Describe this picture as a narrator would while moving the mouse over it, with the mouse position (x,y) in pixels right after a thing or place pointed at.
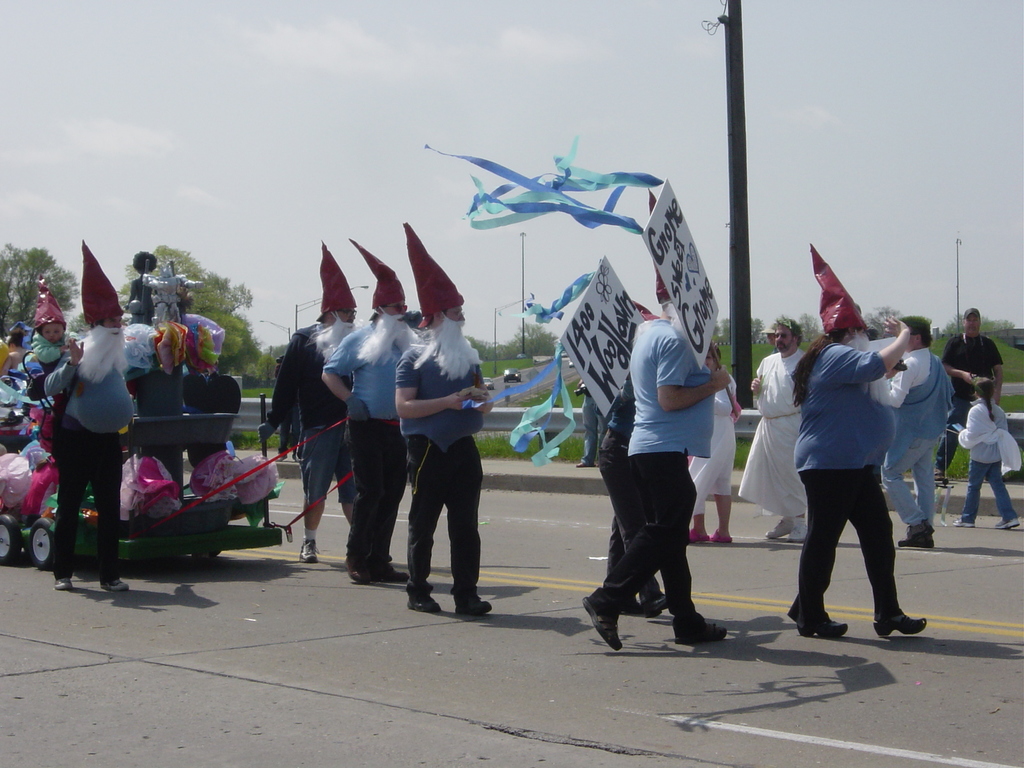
In this image we can see there are few people (324,406) walking on the road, few are wearing a costume (372,379) of a gnome and some are holding a poster (598,312) with some text (584,315) and ribbons (512,389) on it. On the left of the image (157,453) there is a vehicle (159,418) with some decoration (131,469). In the background (500,378) there are few vehicles (520,375) are on the road (532,368), trees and a sky (835,203).
